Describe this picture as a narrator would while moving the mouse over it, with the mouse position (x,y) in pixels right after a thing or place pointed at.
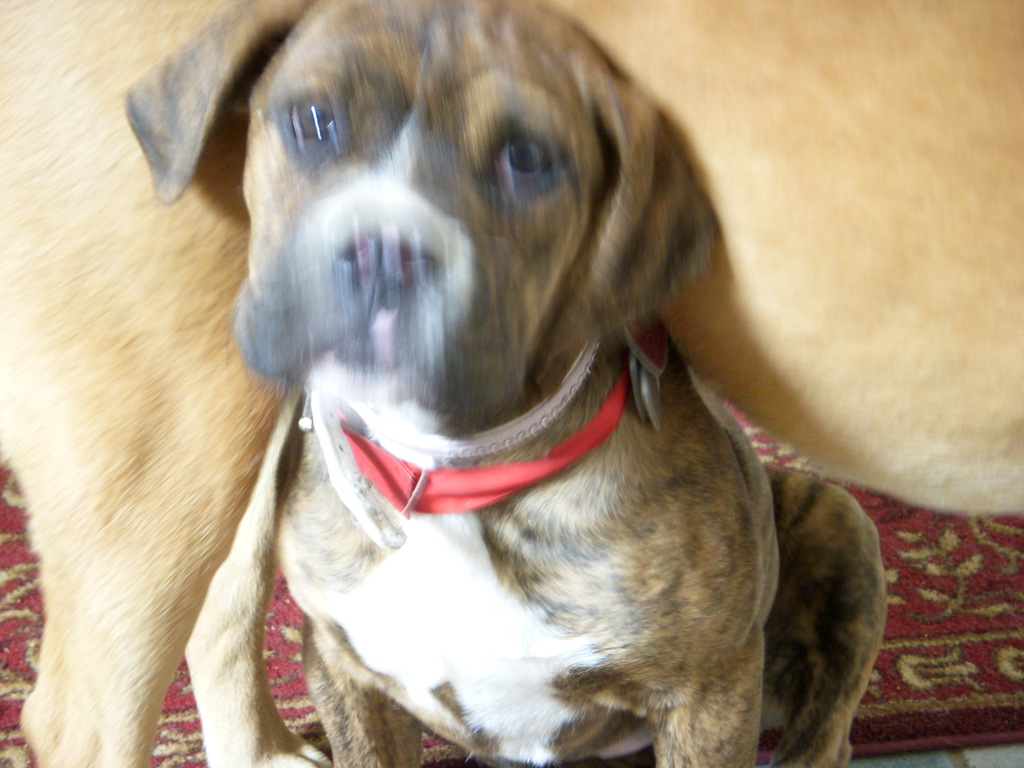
In the picture we can see a dog (618,754) sitting on the floor mat (894,561) and on it and behind the dog (544,758) we can see another dog (214,581) is standing.
